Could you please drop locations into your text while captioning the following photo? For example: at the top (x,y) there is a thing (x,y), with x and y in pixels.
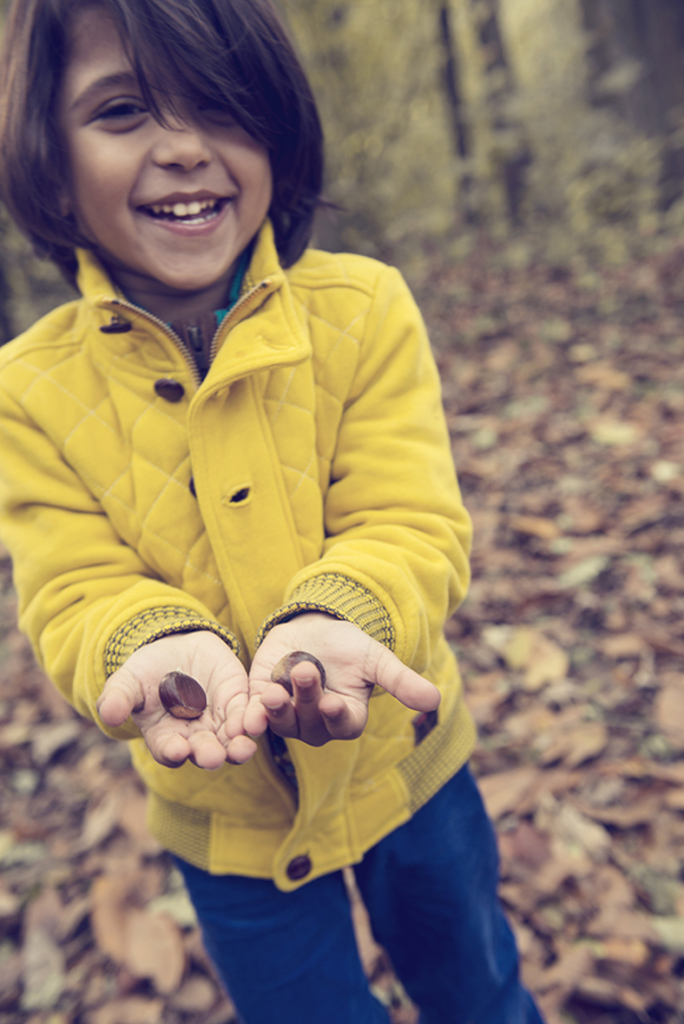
In this image we can see two chestnuts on the hand (304,635) of a girl (462,825), there are leaves (469,619) on the ground (464,313), and the background (626,60) is blurred.
